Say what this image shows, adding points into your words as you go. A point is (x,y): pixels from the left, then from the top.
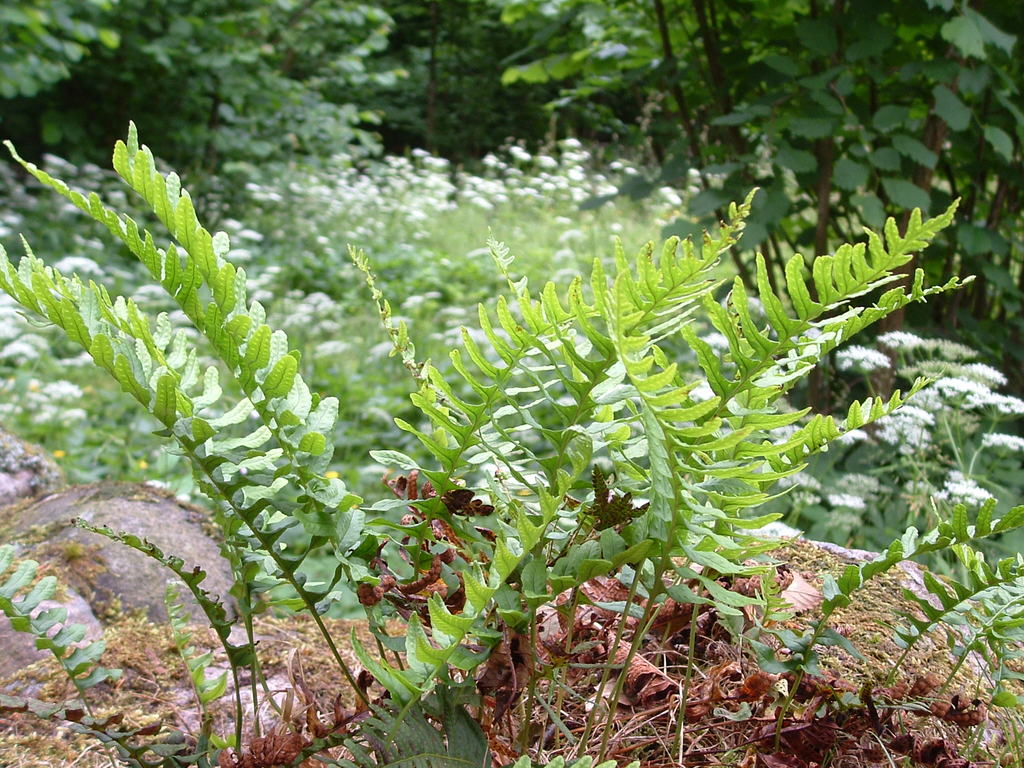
In this image I can see few plants (195,241) and number of trees (394,130).
